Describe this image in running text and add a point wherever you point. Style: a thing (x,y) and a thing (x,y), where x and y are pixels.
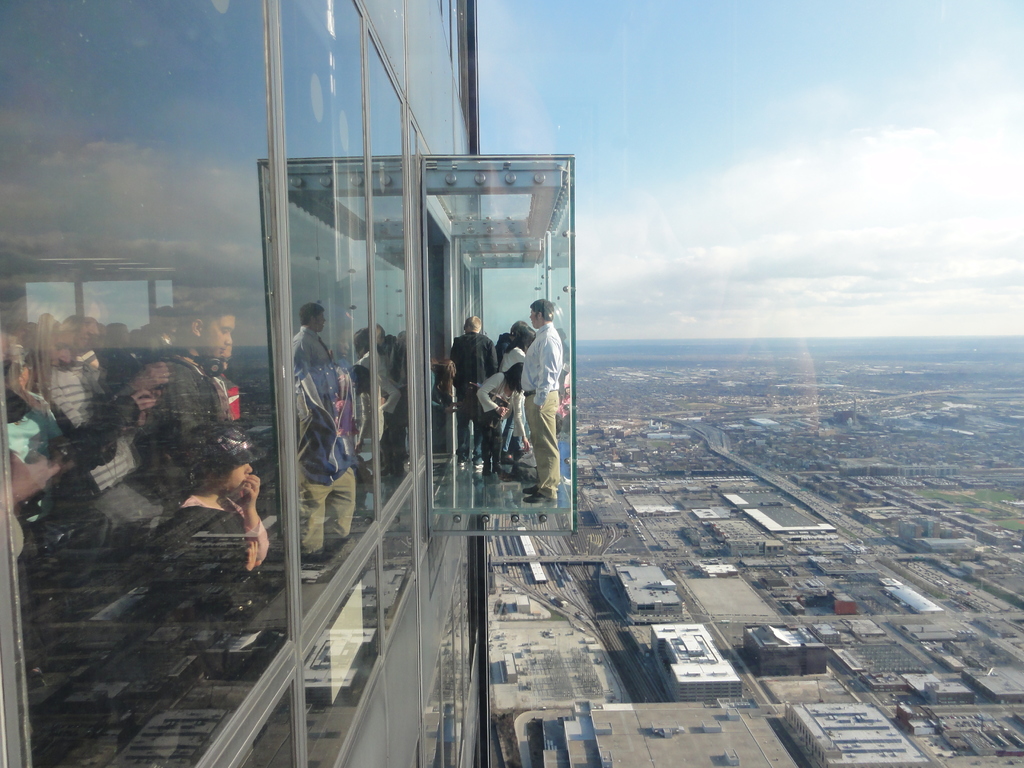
In the picture I can see the glass building (450,259) on the left side (314,519) and I can see a few people (548,444) standing on the glass floor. I can see the buildings (800,524) on the right side (710,668). There are clouds (767,166) in the sky (772,180).
